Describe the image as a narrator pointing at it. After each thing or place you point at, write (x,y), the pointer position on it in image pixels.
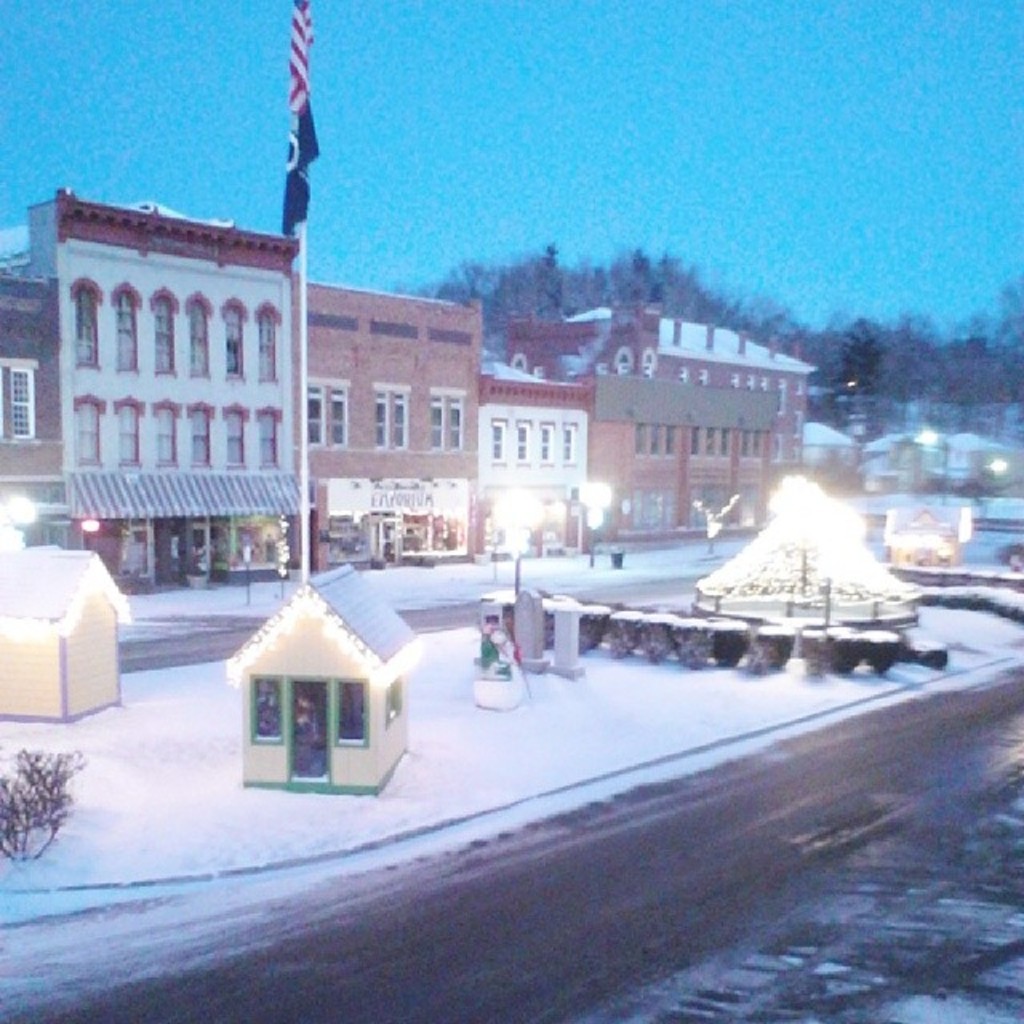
In this image there are houses (263,653), trees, snow (220,694), lights (252,645), poles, flags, road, and in the background (359,191) there is sky (421,104).
